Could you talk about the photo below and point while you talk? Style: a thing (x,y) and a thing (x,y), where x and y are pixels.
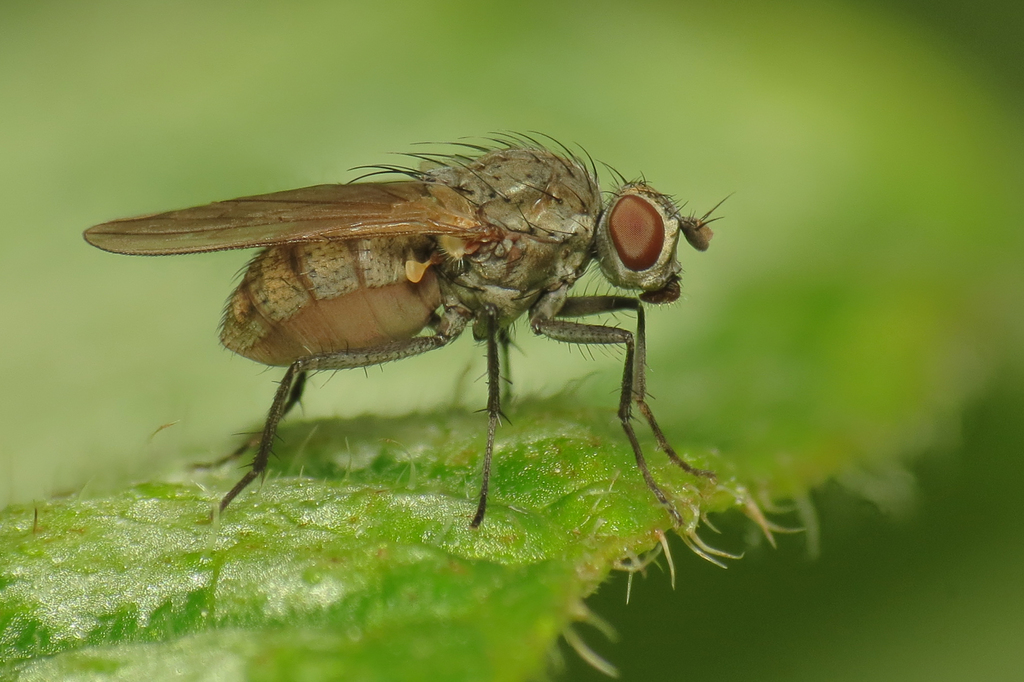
In this image we can see an insect (382,283). An insect (438,278) is sitting on the leaf (529,449).
